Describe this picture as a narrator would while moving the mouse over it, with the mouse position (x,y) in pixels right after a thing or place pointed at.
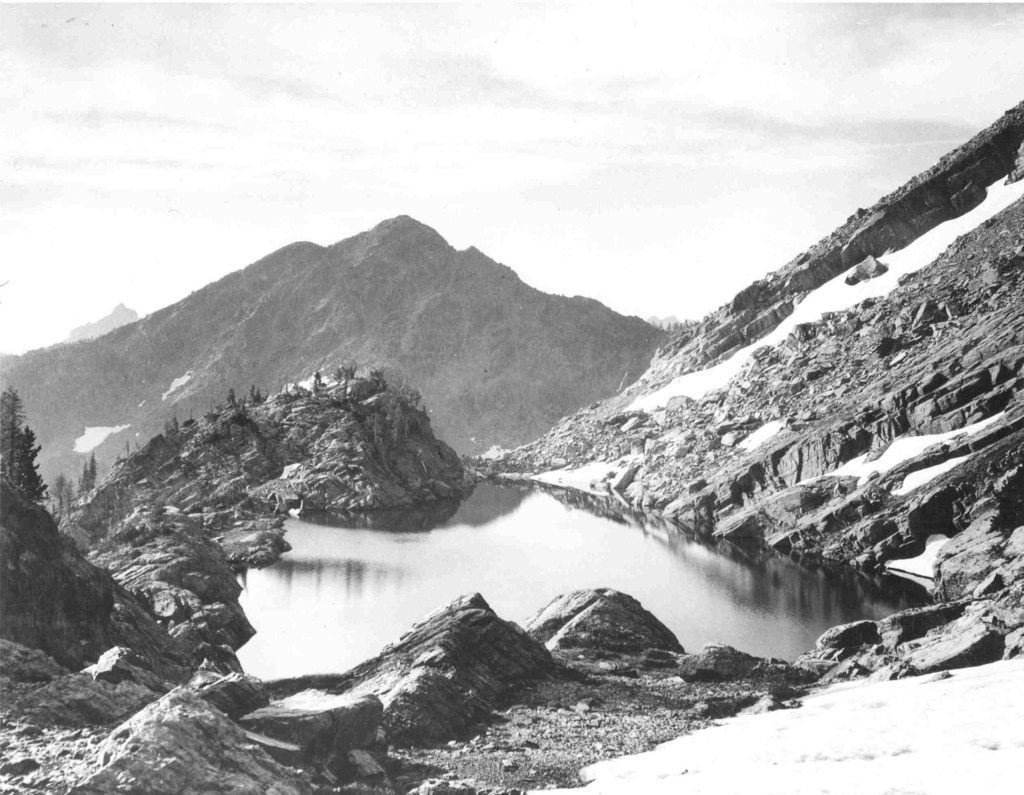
In this picture we can see mountain (329,336), rocks (339,465) on rocks (357,421) trees (28,467) and water (440,587) surrounded through the mountains (363,472).
